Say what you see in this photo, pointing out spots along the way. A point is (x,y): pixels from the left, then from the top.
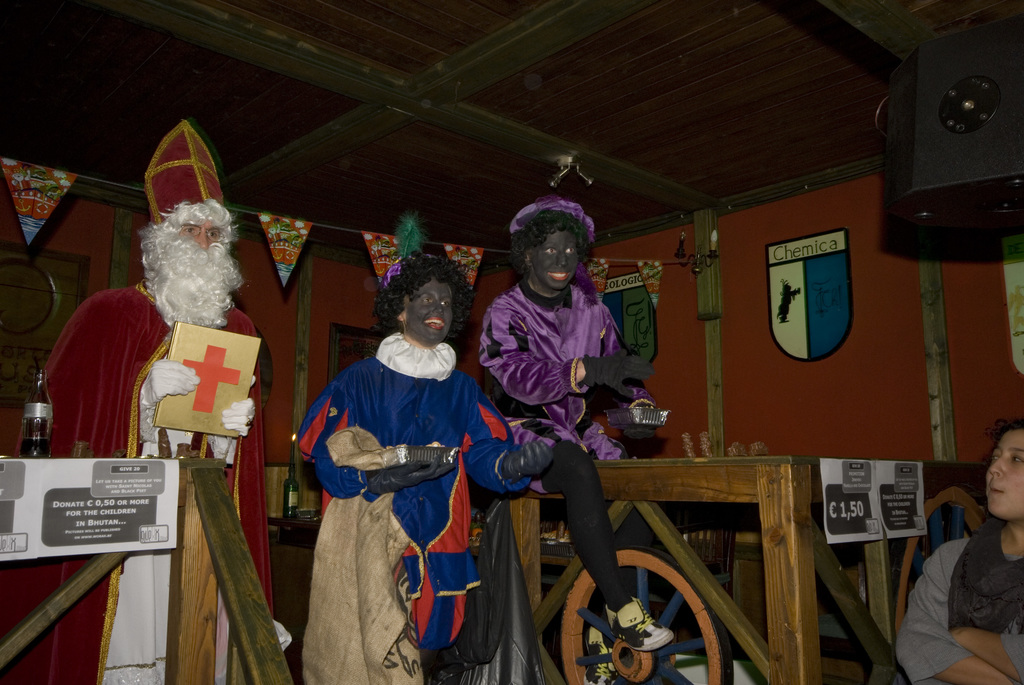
There are two people (330,435) standing. They wore a fancy dress (312,408). I think they are doing a roleplay. This person (588,413) is sitting on the wooden object (719,487). This looks like a table (802,505) with the object (47,428) on it. On the right side of the image (990,519), here is a woman (949,627) sitting. This is the roof (635,83).
